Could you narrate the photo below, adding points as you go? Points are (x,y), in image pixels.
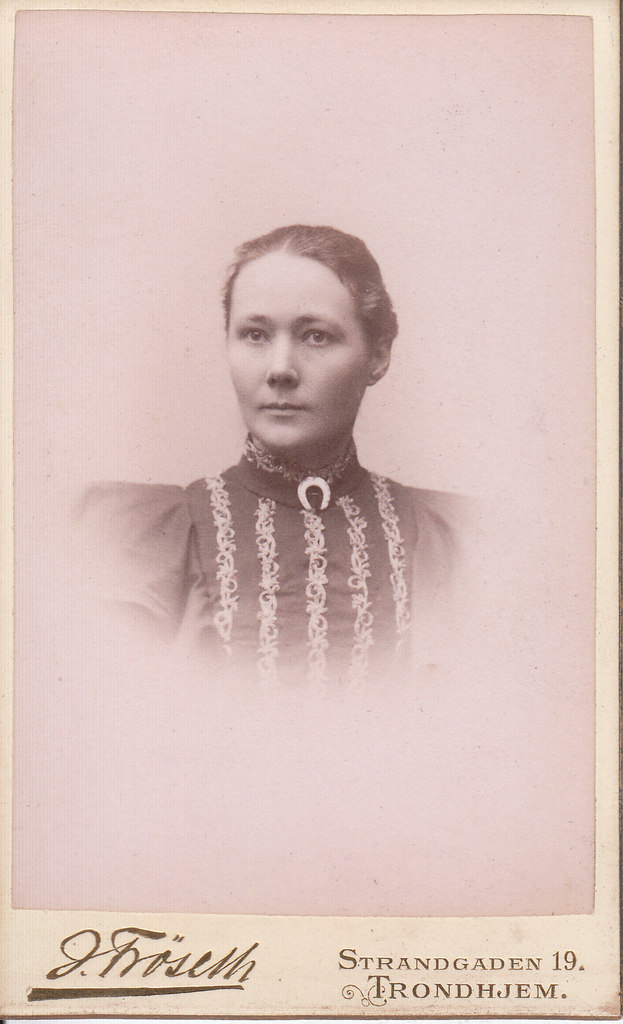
In this image I can see a woman (231,659) and here I can see something is written. I can also see this image is little bit brown and white in color.
